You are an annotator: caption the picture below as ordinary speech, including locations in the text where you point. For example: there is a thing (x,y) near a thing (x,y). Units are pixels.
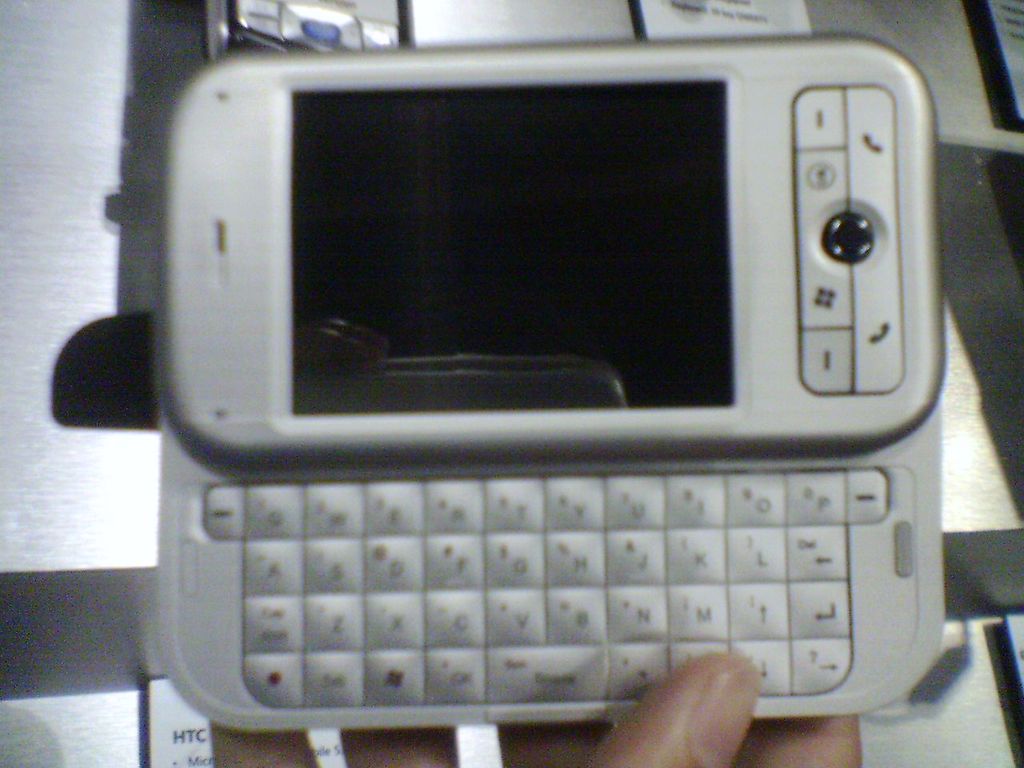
In this image we can see the hand (257,735) of a person (270,738) holding a mobile phone (417,529). We can also see a cellphone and a paper (206,756) with some text (196,729) on it which are placed on the table (58,631).
